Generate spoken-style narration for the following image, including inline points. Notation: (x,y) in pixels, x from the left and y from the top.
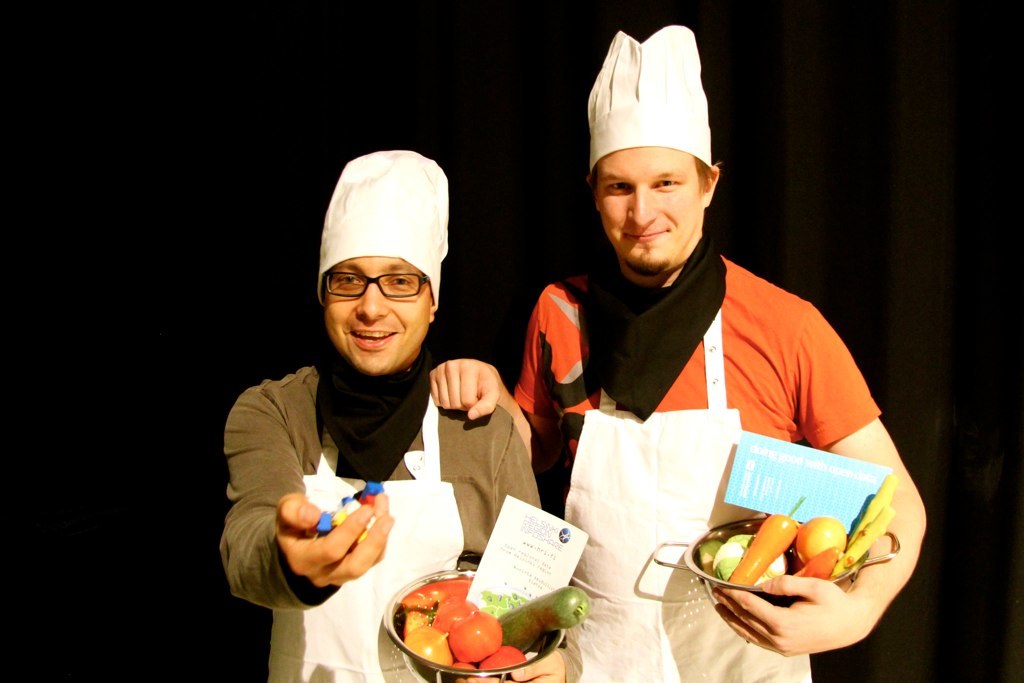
In this picture, we see two men (465,408) who are wearing the aprons (587,507) are standing. They are smiling and they are posing for the photo. They are wearing the chef hats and they are holding a bowl (451,676) containing fruits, vegetables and a card (535,553). The man (381,274) on the left side (275,397) is wearing the spectacles (402,292) and he is holding the objects (364,486) in his hand (297,505). In the background (171,412), it is black in color.
